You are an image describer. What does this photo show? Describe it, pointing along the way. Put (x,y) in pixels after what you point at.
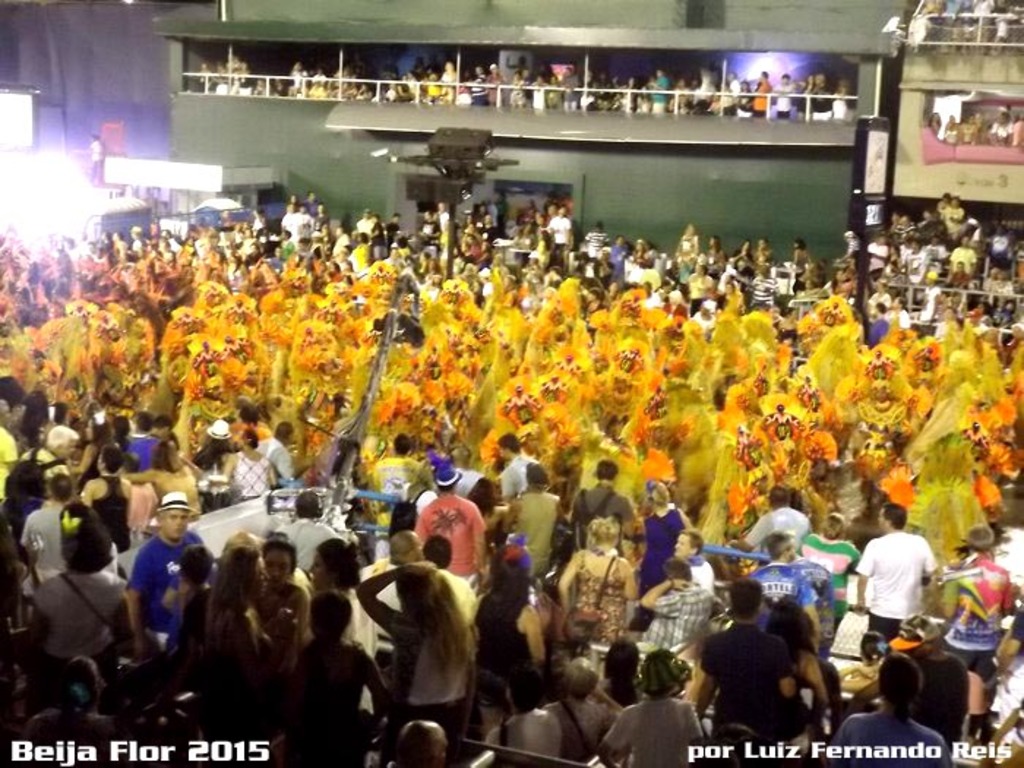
People (760,378) are present at the center (470,373) wearing yellow costumes (509,349). Few people (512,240) are present at the top (745,87).
